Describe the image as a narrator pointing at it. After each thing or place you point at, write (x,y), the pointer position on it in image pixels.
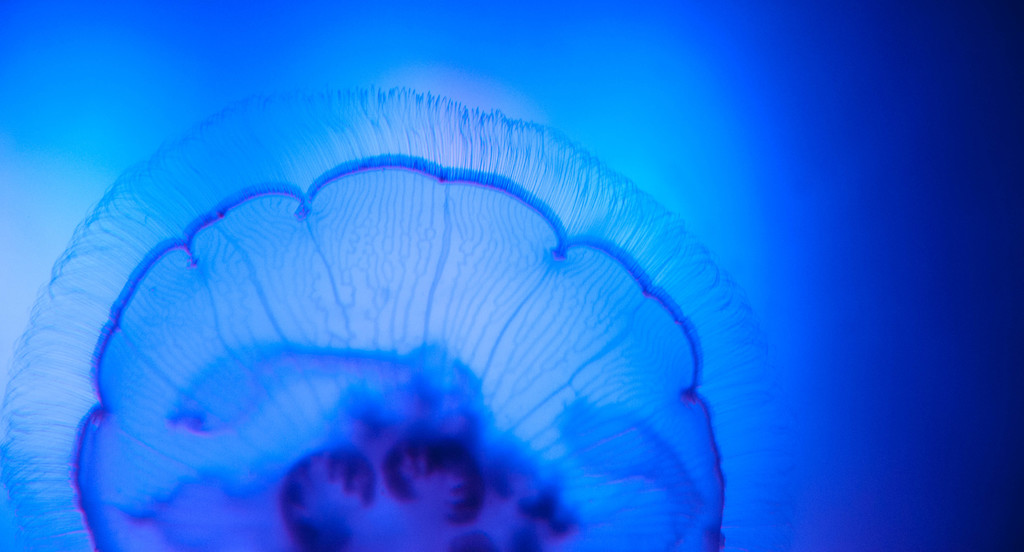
Here we can see a jellyfish (648,336) in the water (840,10).
